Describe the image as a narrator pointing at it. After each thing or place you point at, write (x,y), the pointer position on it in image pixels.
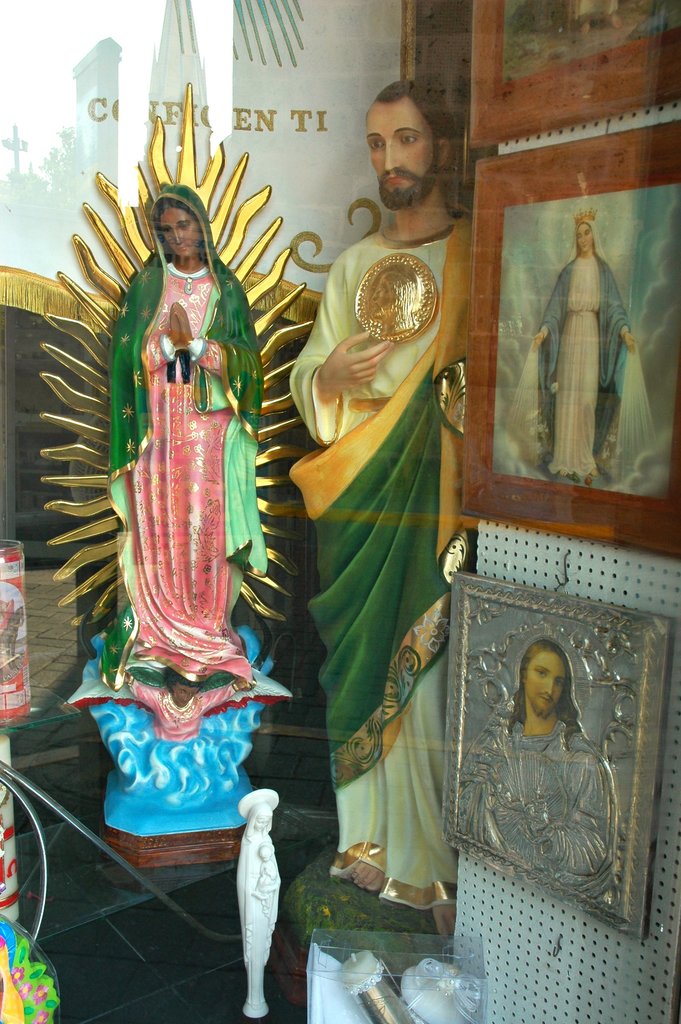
In the picture we can see some sculptures (262,483) and we can see some photo frames (643,181) which are on the wall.
